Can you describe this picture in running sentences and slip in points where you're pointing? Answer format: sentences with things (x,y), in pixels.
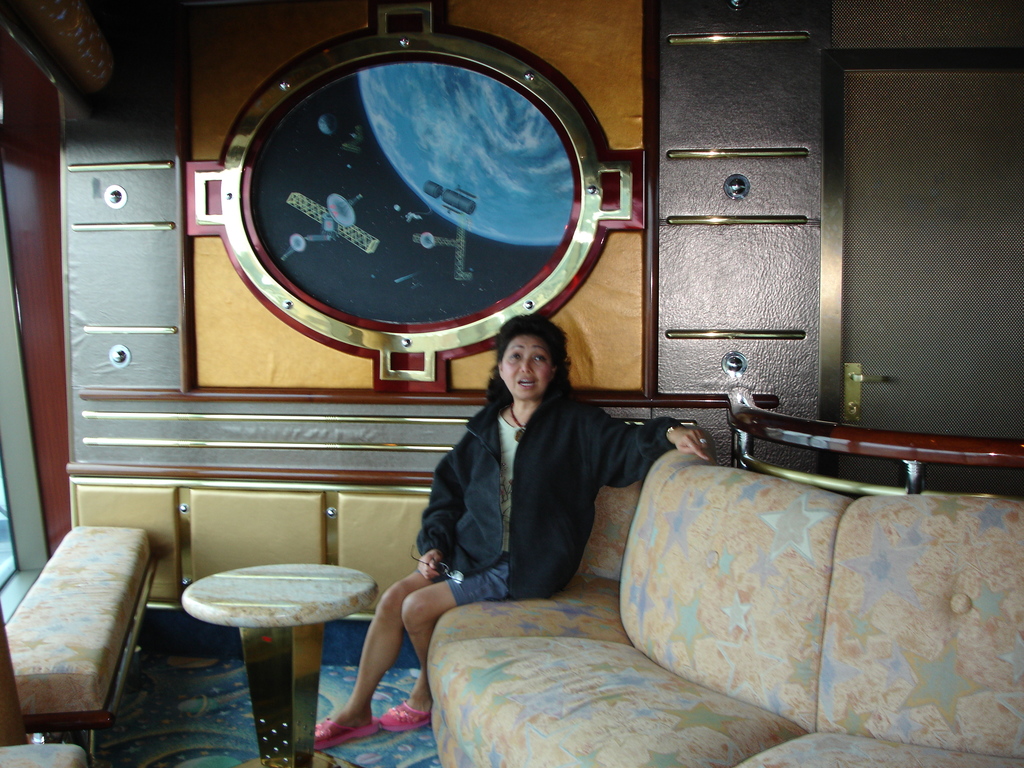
In the picture we can see one woman (577,434) sitting on a sofa (710,511). In the background (297,480) we can find a wall (692,161) with some metallic designs (251,487) and in the front of a woman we can find one round table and one sofa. The floor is designed with blue colour.
